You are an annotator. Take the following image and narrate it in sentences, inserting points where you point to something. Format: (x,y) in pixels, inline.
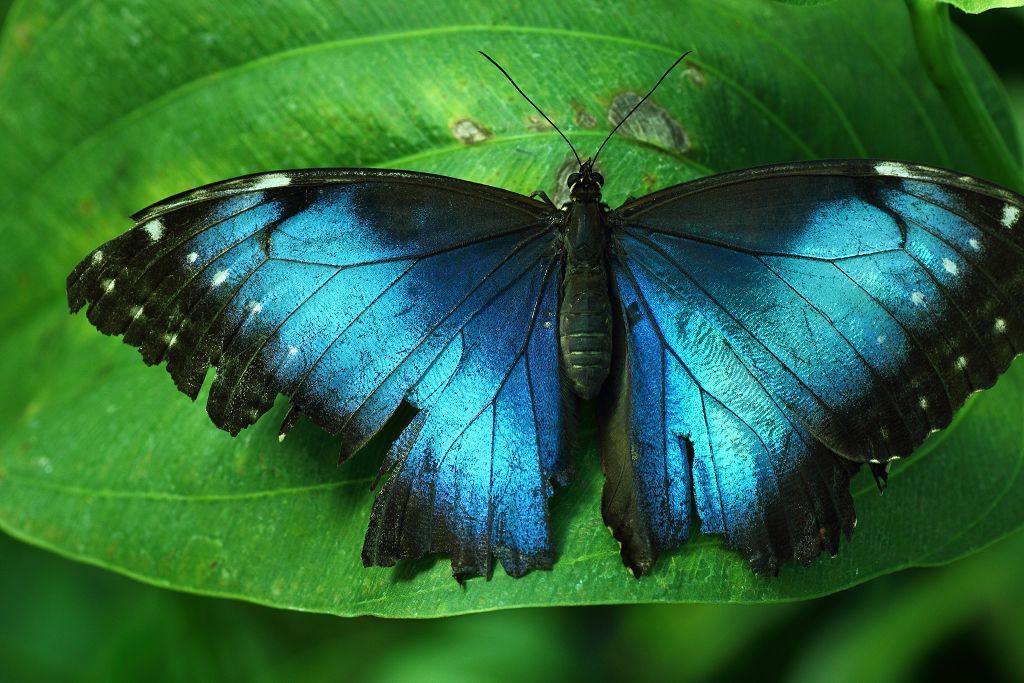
In this image we can see a butterfly (940,310) on the leaf (20,305).
